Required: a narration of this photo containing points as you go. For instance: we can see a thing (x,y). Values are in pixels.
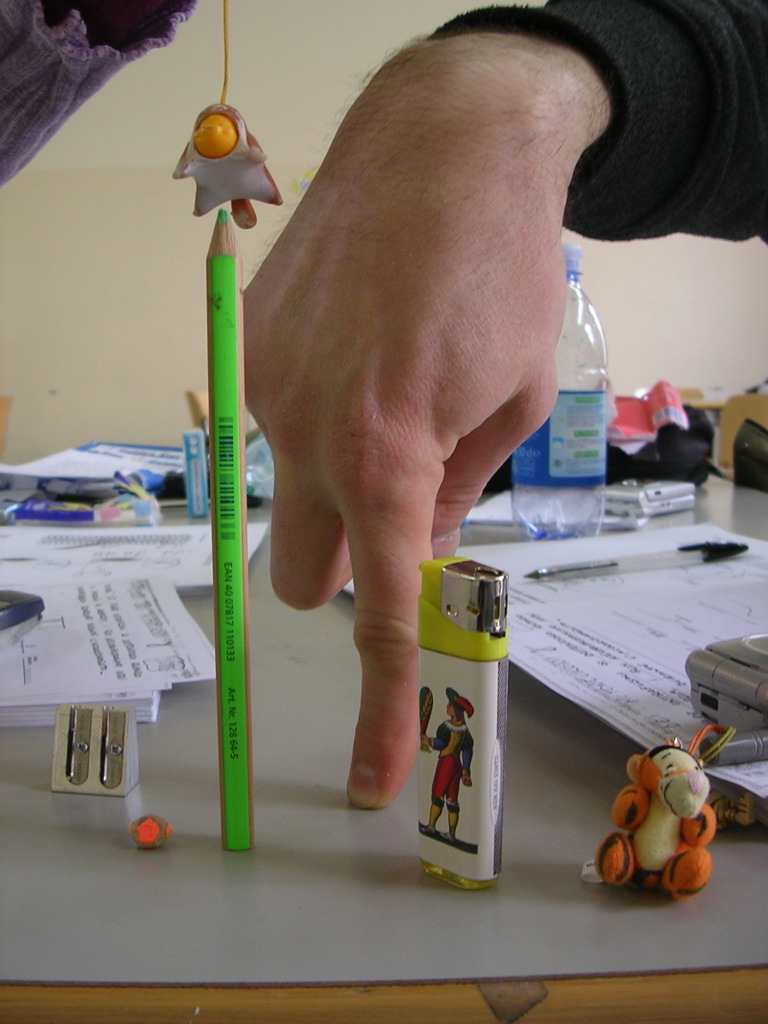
In the image we can see there is a person (421,238) who is pointing his finger (385,716) on the table (389,893) and there is a lighter (452,789) and a colour pencil (232,543) standing on the table (216,814) and there is a sharpener (113,751), papers (152,620), pen (725,557) and the water bottle (593,519) on the table (311,683).
